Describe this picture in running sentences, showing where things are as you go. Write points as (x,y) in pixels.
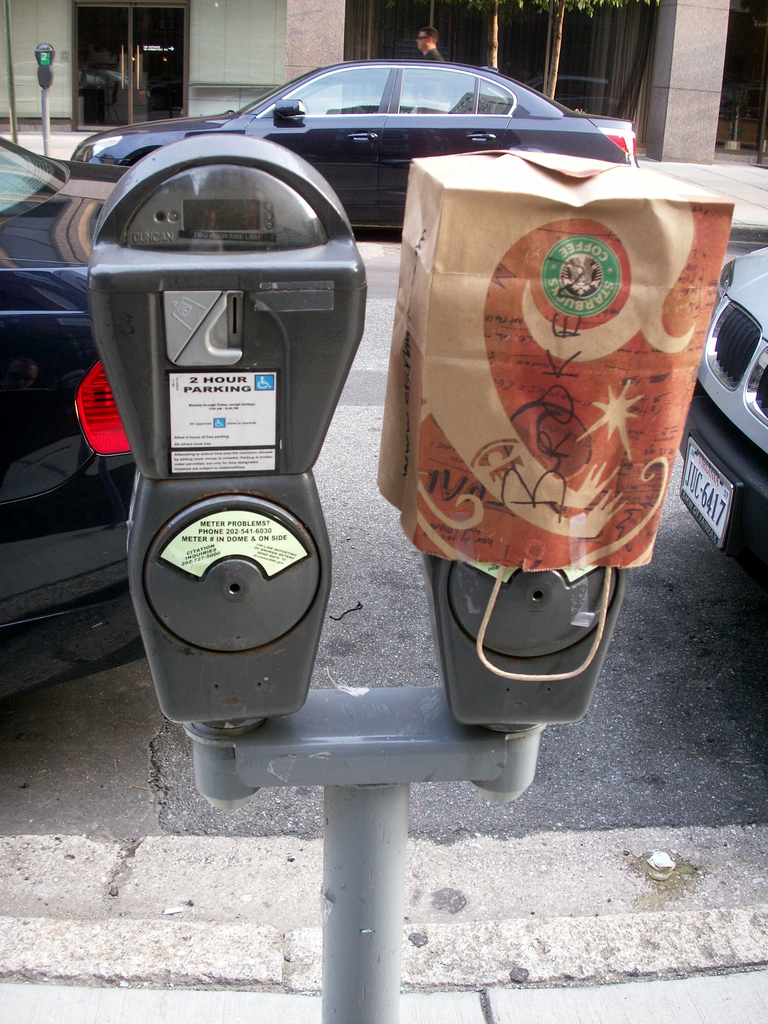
In the background (168,11) we can see a glass door (141,56), pillars (711,29) and a person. In this picture we can see vehicles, parking ticket machines (168,421), road (654,721) and poles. On the right side of the picture (558,486) we can see a parking ticket machine (583,426) is covered with a carry bag (554,378).
